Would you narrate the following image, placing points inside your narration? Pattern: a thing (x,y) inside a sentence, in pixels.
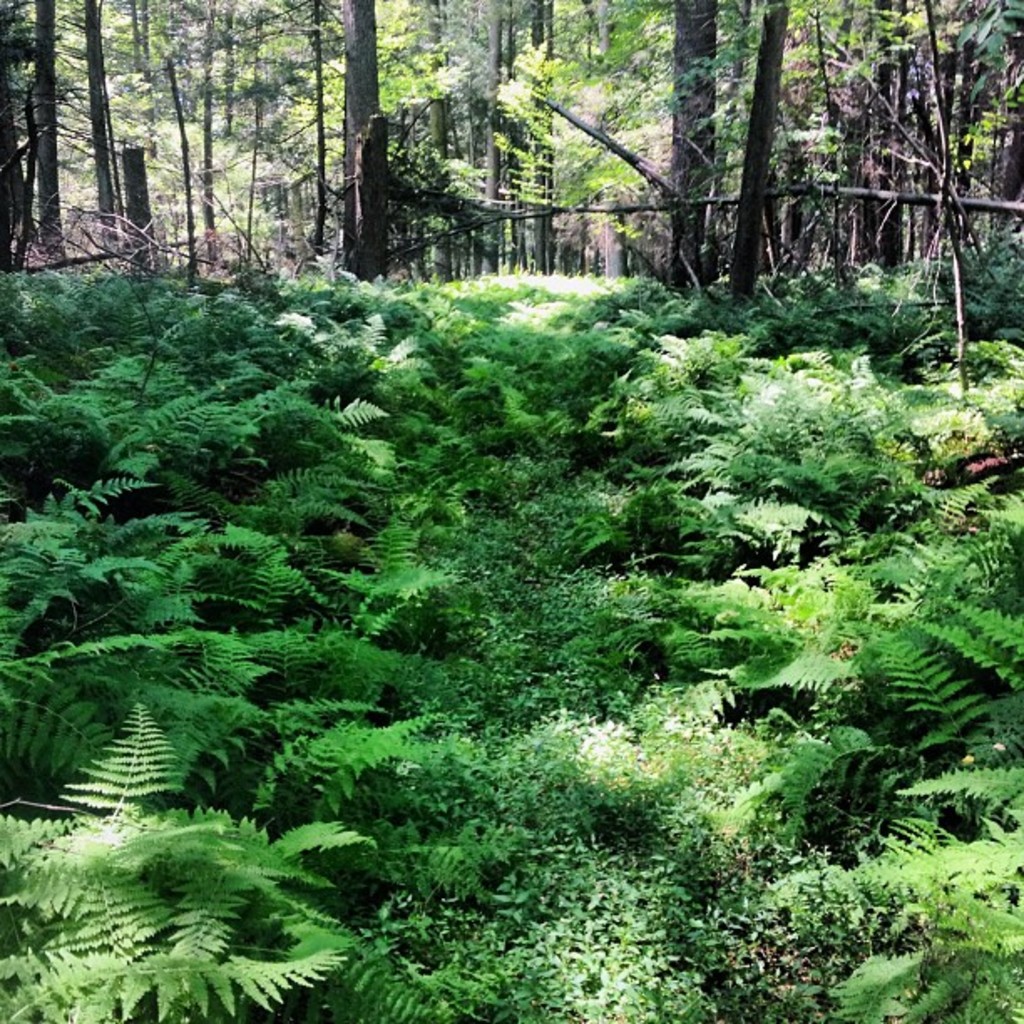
In this image I can see few plants (321,636) which are green in color and in the background (535,7) I can see few trees (379,206) and few wooden logs (591,206) which are brown in color.
